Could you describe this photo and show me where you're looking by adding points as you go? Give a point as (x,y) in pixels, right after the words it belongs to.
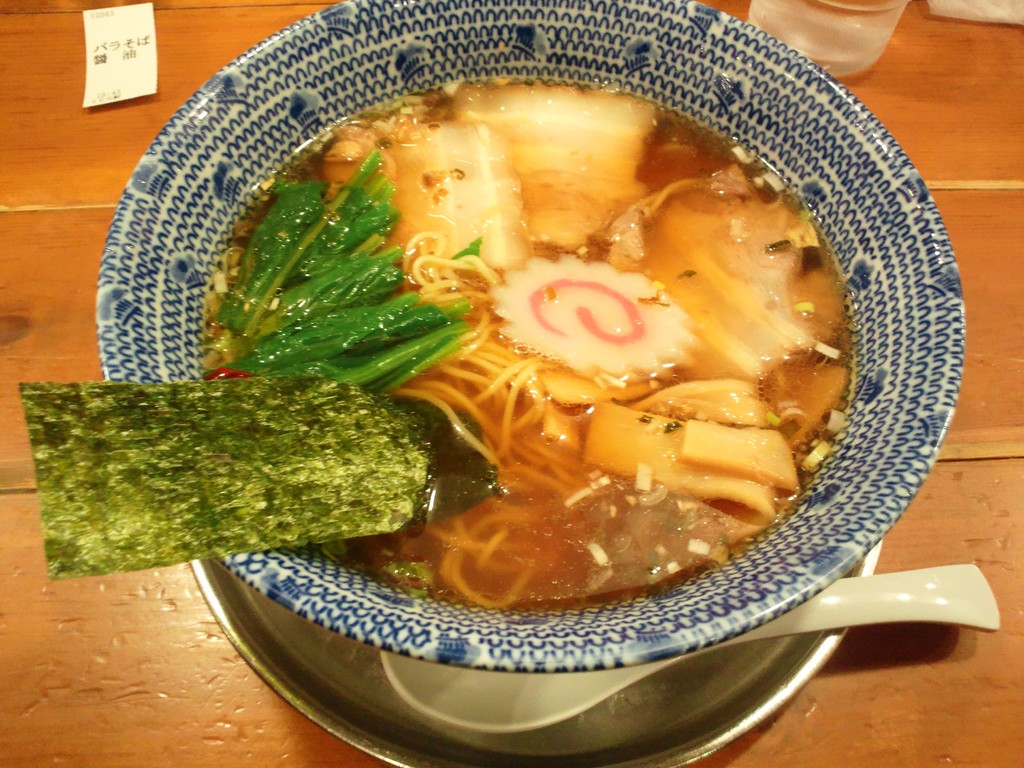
In this picture there is a bowl (874,372) in the center of the image (390,314), it contains food items (556,365) in it, which is placed on a plate (551,747), there is a spoon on a plate (405,728) and there is a card (104,52) and a glass (798,15) at the top side of the image (116,49).
